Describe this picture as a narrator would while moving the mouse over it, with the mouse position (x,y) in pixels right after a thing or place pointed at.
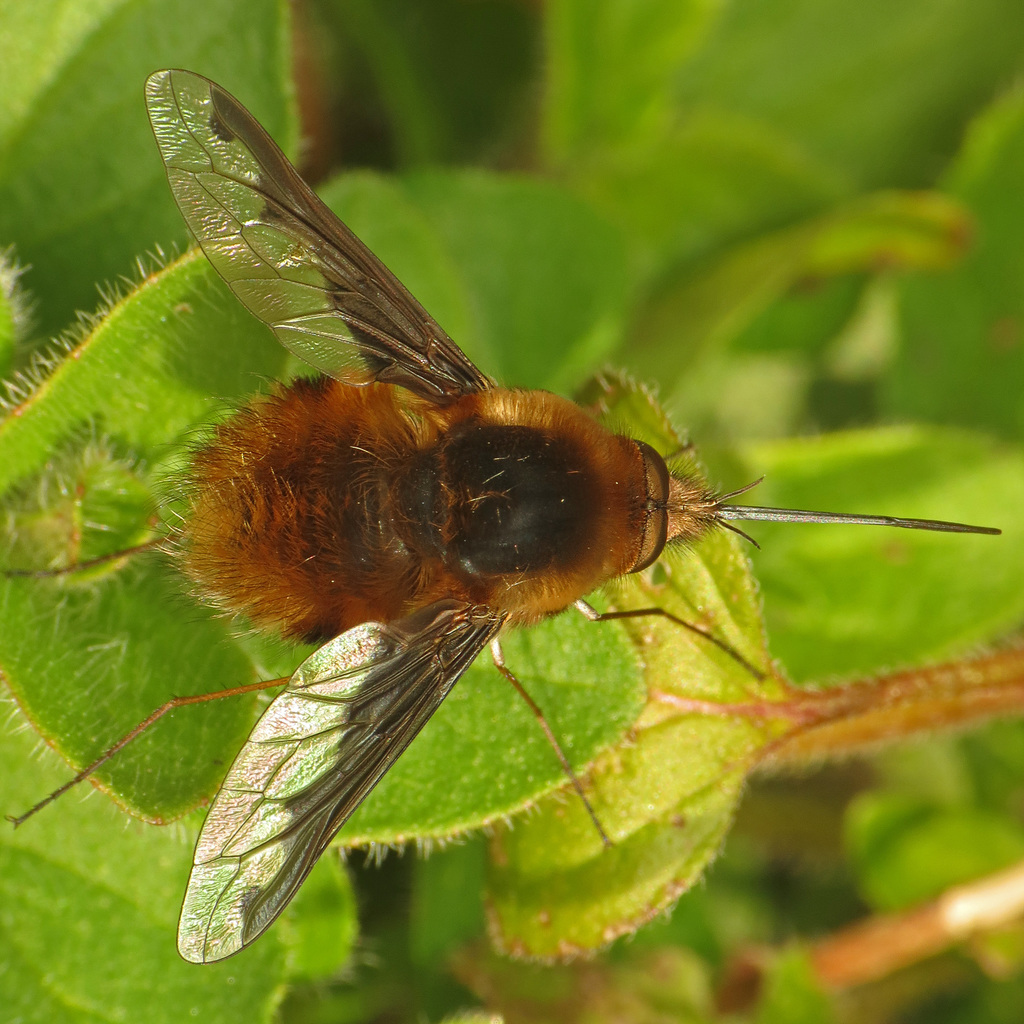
Here in this image we can see the bee fly (519,591) sitting on the green leaves (139,665).
